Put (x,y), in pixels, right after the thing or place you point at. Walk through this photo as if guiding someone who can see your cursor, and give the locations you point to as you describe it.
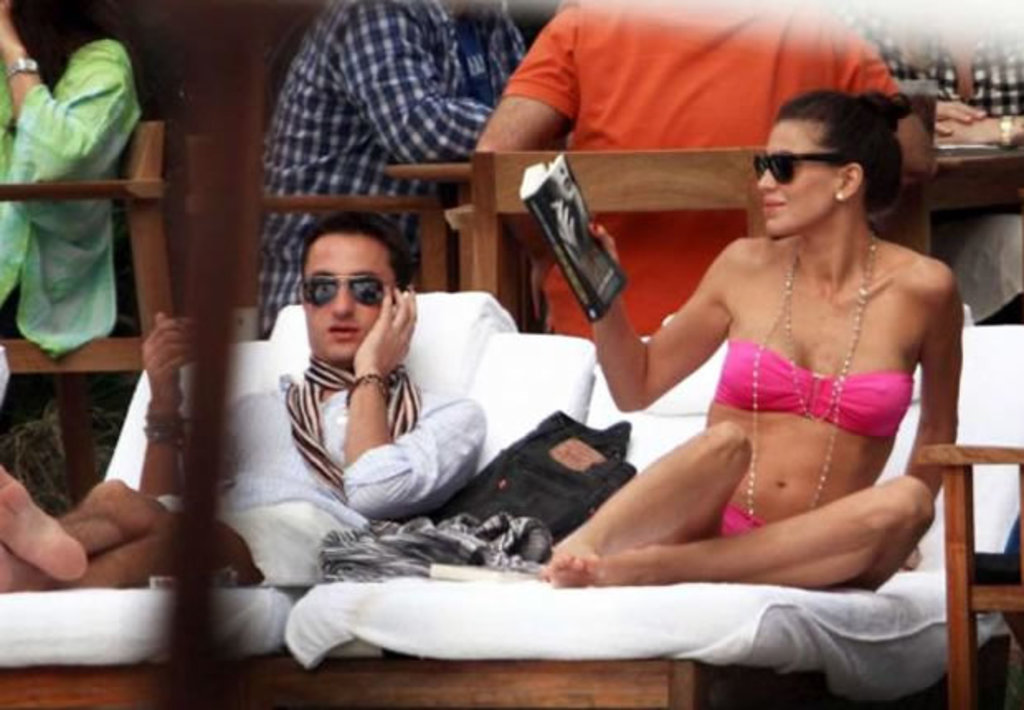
In the foreground of this image (793,452), there is a woman (790,484) sitting on a bed (720,618) holding a book (561,230). Beside her, there is a man (328,476) on the bed (263,587), a bag (563,485), book (478,568) and a cloth (413,558). At the top (76,77), there are people (560,100) sitting on the wooden chairs (632,163) in front of a table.
